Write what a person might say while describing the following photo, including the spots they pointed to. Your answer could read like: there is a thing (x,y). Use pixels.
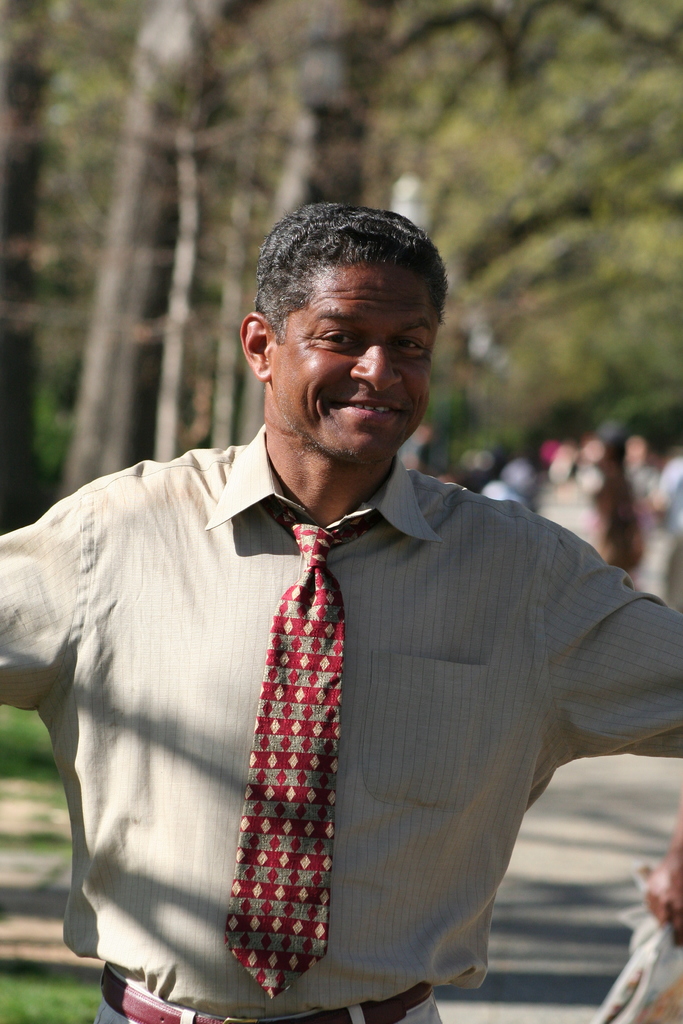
In this picture I can observe a man (314,570) in the middle of the picture (318,466). He is smiling. The background (512,390) is blurred.
